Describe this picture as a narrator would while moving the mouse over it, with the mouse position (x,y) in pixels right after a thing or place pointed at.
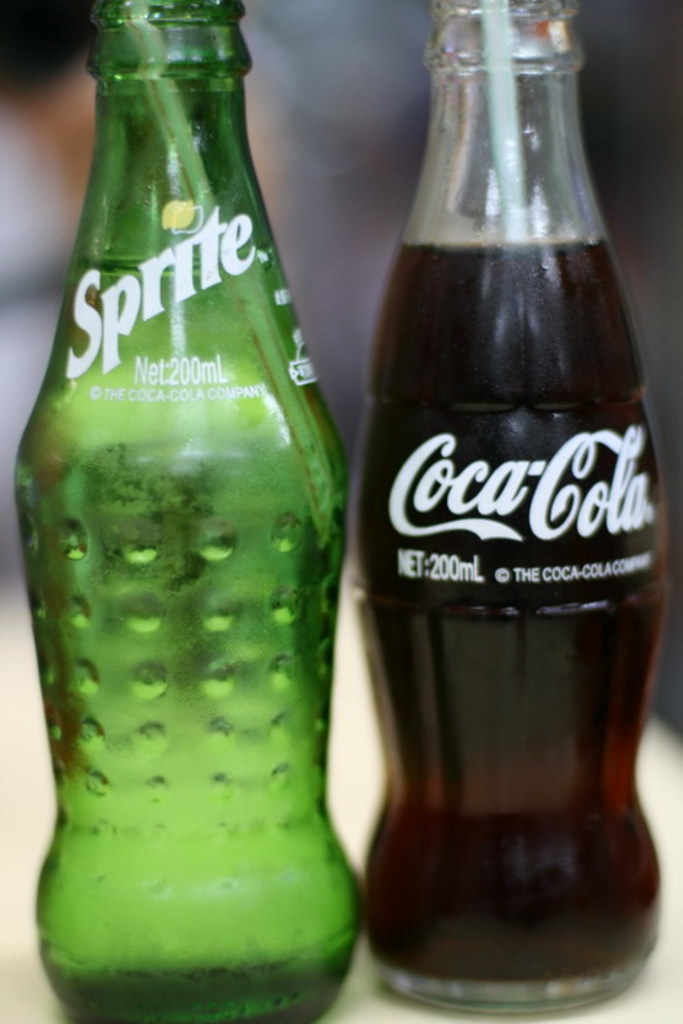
In this image i can see 2 glass bottles (268,545) of a Sprite (150,764) and Coca Cola (512,373).
